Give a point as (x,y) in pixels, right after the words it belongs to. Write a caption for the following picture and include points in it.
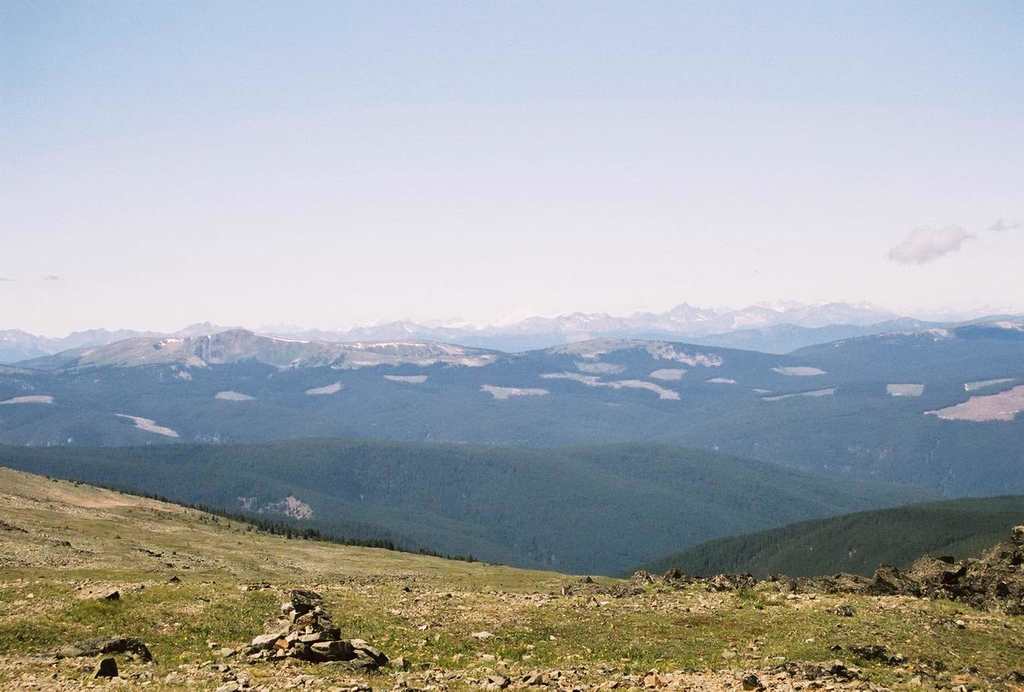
In the picture we can see a grass surface (221,633) on the hill (4,487) and some stones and behind we can see some hills (533,344) with plants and trees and a rock surface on some hills (546,346), and in the background (377,174) we can see a sky (465,247) with clouds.
